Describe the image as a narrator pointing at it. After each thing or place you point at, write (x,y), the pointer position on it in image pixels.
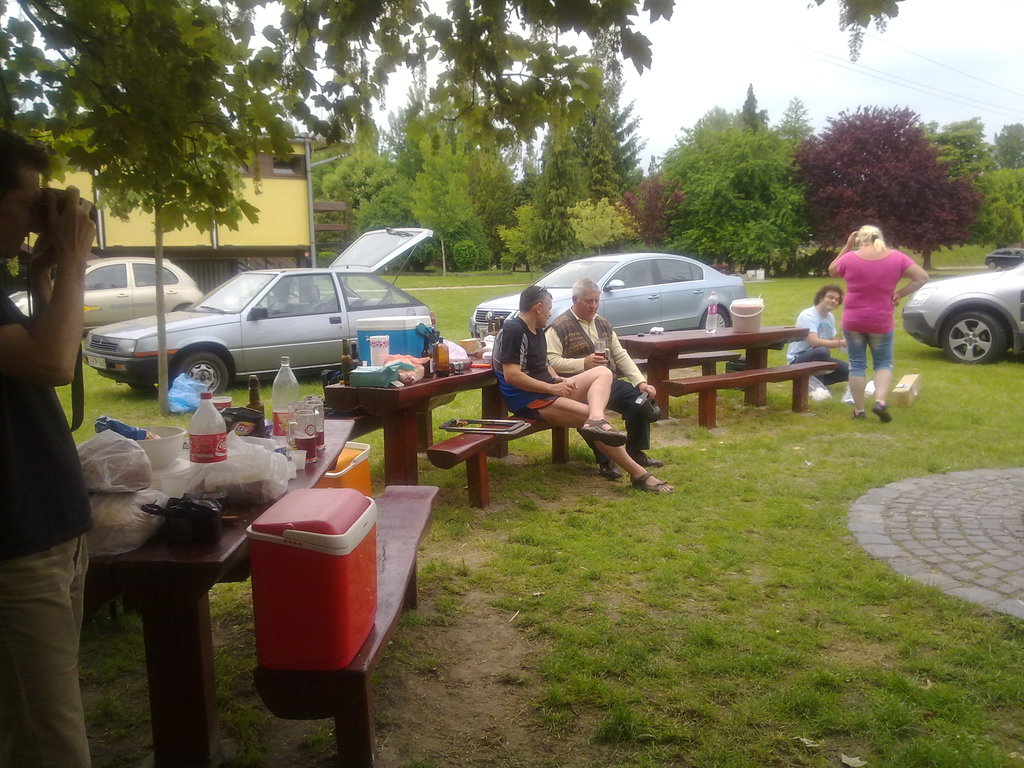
This is a picture of the outside of the house (245,245) in this picture there are three cars (311,302) in the middle (346,286) and on the right side (973,309) there is another car (948,319) and on the bottom (677,656) there is grass (681,579) and on the left side (176,619) there are three tables (346,393). On the table (343,408) there are some food items (230,422), bottles (194,445), glasses (308,424), bowls (150,442), and some plastic covers (117,469) and baskets (322,590) are there on the table (287,485). In the center of the image (562,366) there are two persons (566,351) who are sitting, beside them there is one woman (871,306) who is walking and beside her there is one person (825,343) who is sitting and on the background (784,82) there are some trees (167,49) and sky (727,42) is there and on the top of the left corner (264,210) there is one house (235,237).
